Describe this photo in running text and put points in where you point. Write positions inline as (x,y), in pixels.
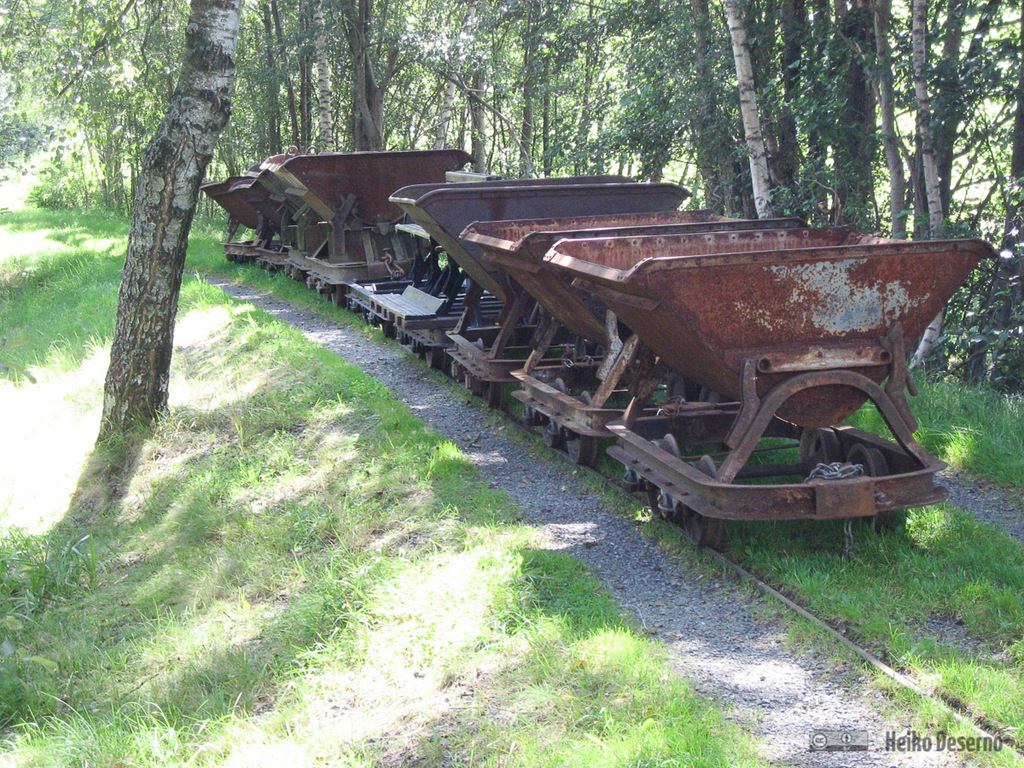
In this image there is a grass (525,601) at bottom of this image (418,533) and there are some iron objects (543,302) are kept as we can see in middle of this image (638,319) and there are some trees (474,149) in the background (547,153).
